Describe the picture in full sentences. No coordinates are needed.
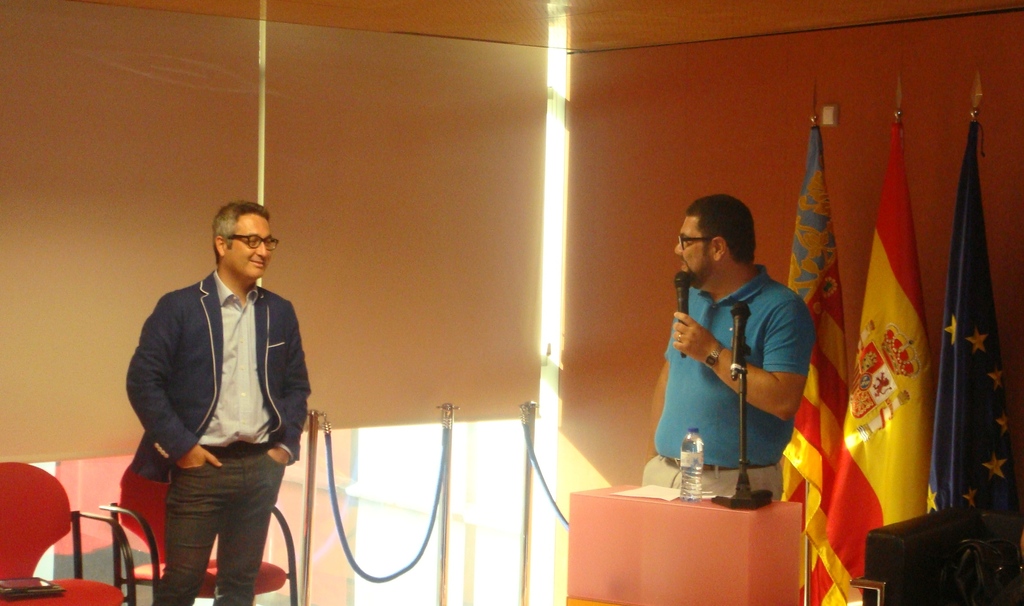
In the picture we can find a two men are standing, one man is holding a microphone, in background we can find three flags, chairs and three poles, the person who is talking is near to the table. On the table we can find a water bottle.
